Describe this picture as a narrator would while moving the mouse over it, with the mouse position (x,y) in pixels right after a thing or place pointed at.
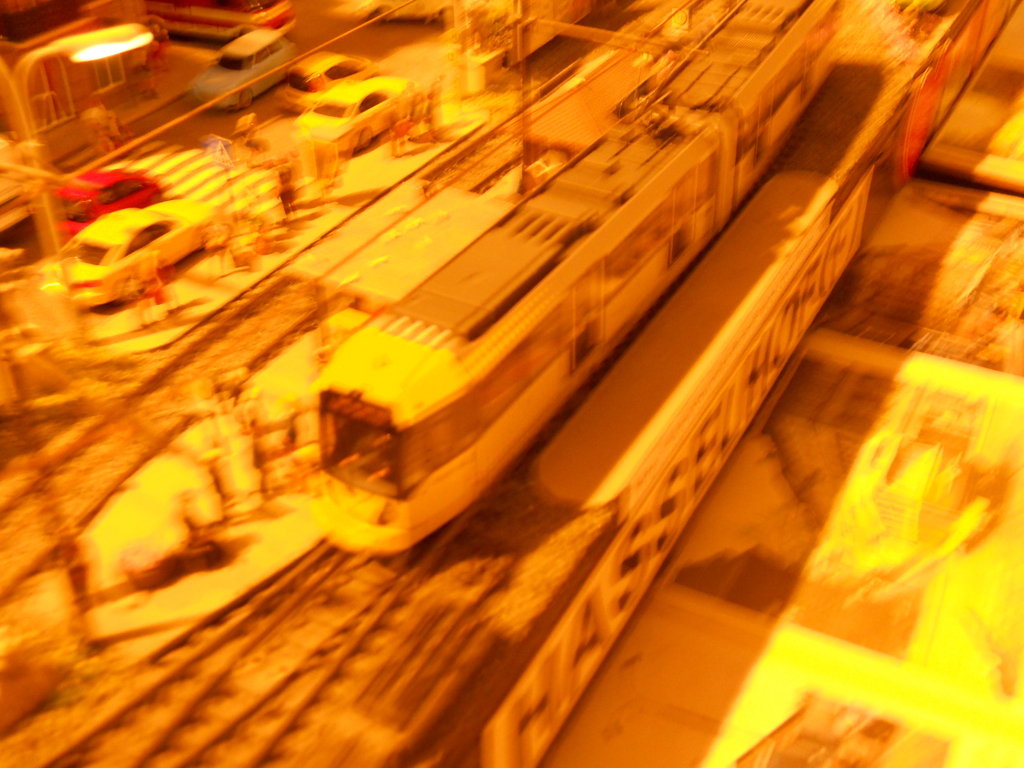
In the picture we can see a train (492,380) on the railway track (243,320) and besides it, we can see a road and on it we can see some vehicles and some people (213,517) standing beside it and we can also see a pole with light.
